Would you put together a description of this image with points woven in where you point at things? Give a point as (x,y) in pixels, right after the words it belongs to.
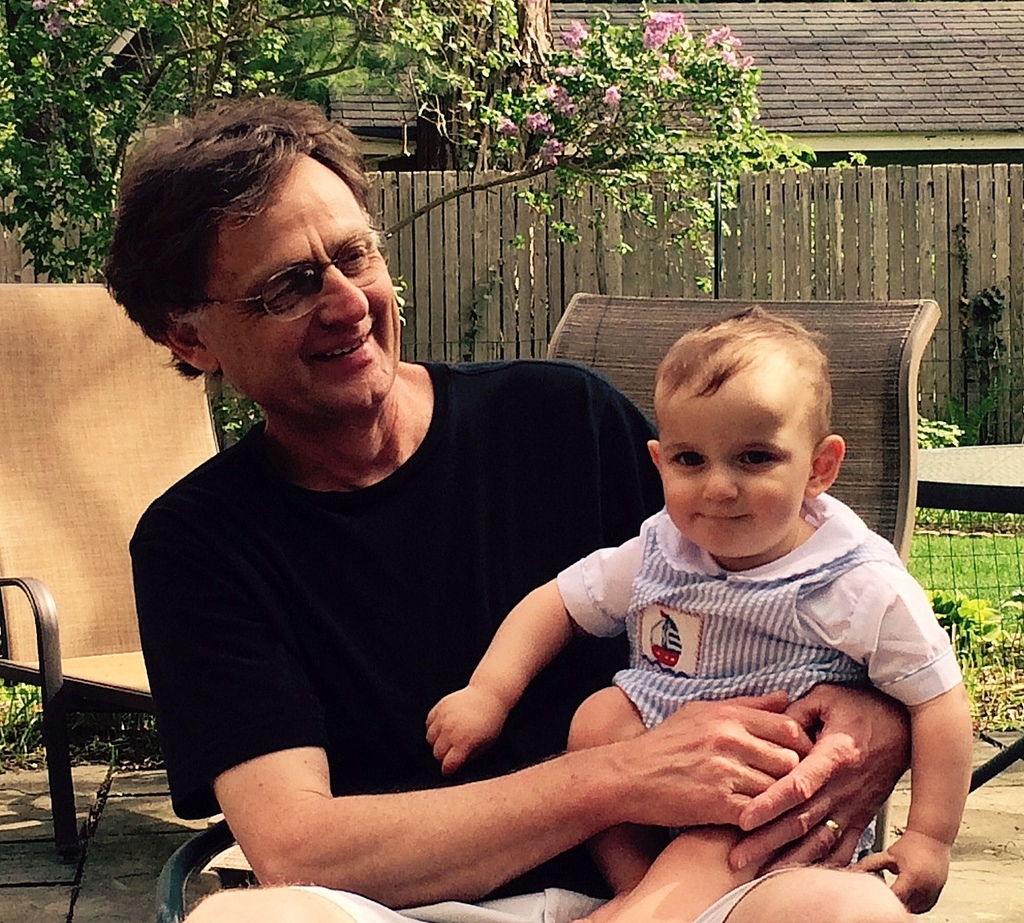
The person (323,529) wearing black shirt (361,547) is sitting and holding a kid (707,617) in his hands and there are chairs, trees (640,122), wooden wall (747,221) and building (791,79) in the background (793,93).
